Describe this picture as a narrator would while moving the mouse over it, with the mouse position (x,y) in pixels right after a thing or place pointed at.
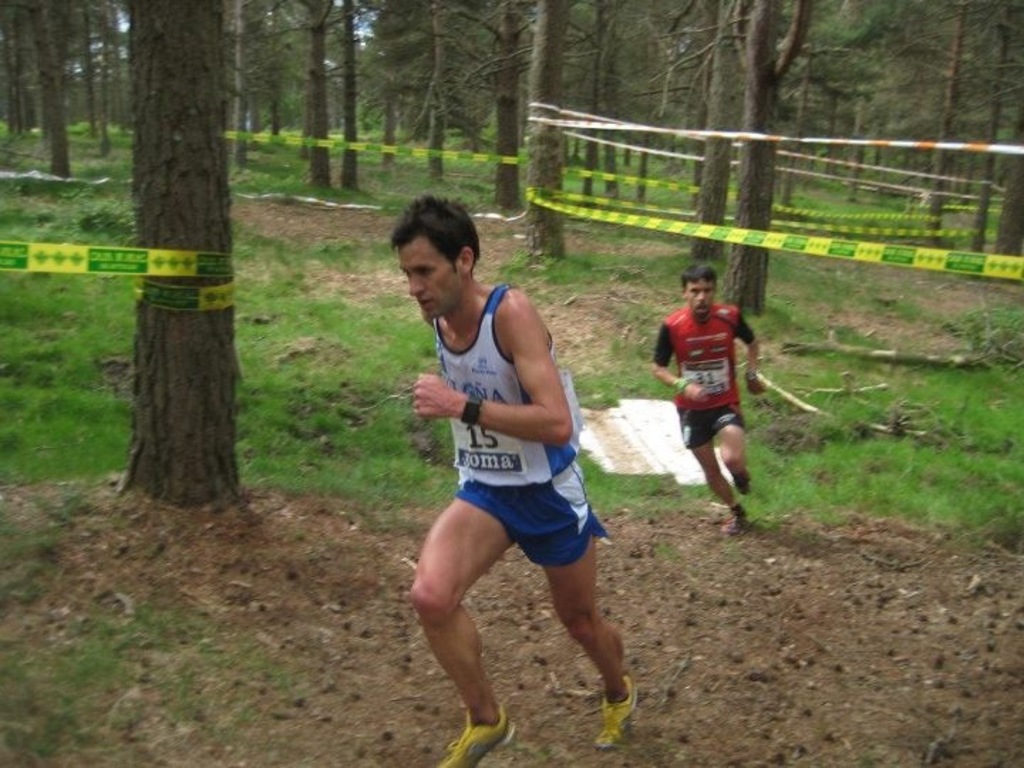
There are two persons (467,449) wearing chest numbers (490,464) and running. On the ground (325,391) there is grass (642,380). There are many trees (370,126). Also something is tied between the trees (352,137).
